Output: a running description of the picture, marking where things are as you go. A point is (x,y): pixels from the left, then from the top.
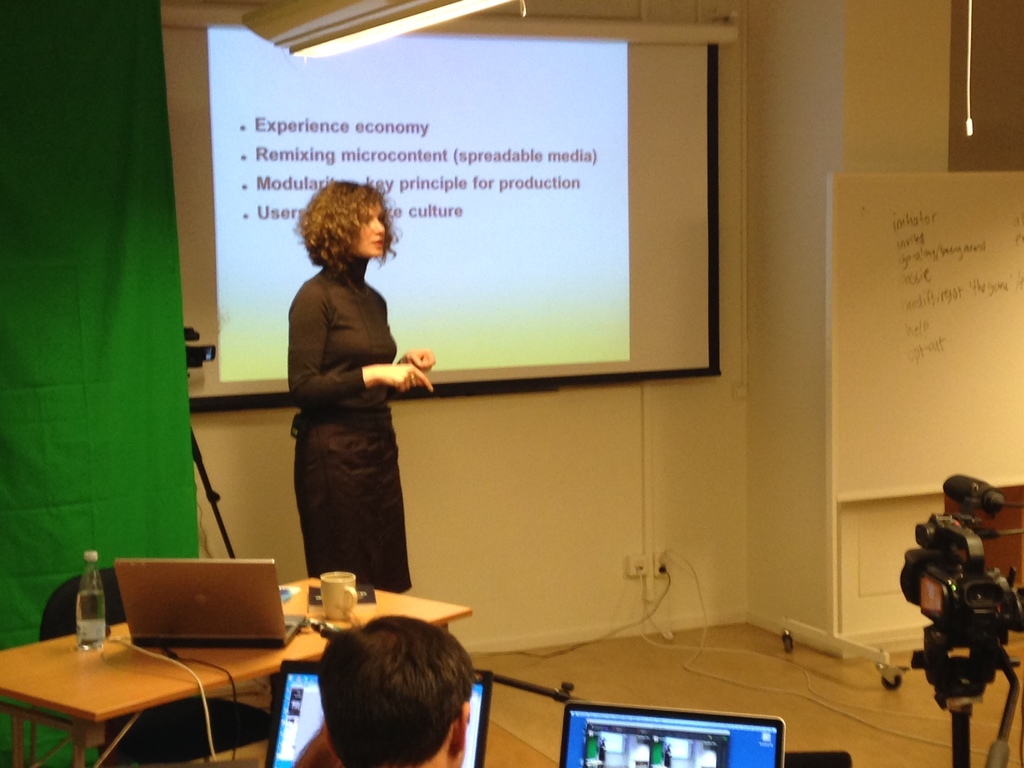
In this Image I see a woman (298,336) who is standing on the floor (901,716) and I see a chair (191,741) and a table (46,703) in front of her, I can also see few things (328,599) on the table (272,652) and I see that there is a person (435,744) over here and there are 2 laptops (590,755) and a video camera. In the background (854,608) I see the board (1013,479), wall (726,379), projector screen (692,371) and the green cloth (2,65).
